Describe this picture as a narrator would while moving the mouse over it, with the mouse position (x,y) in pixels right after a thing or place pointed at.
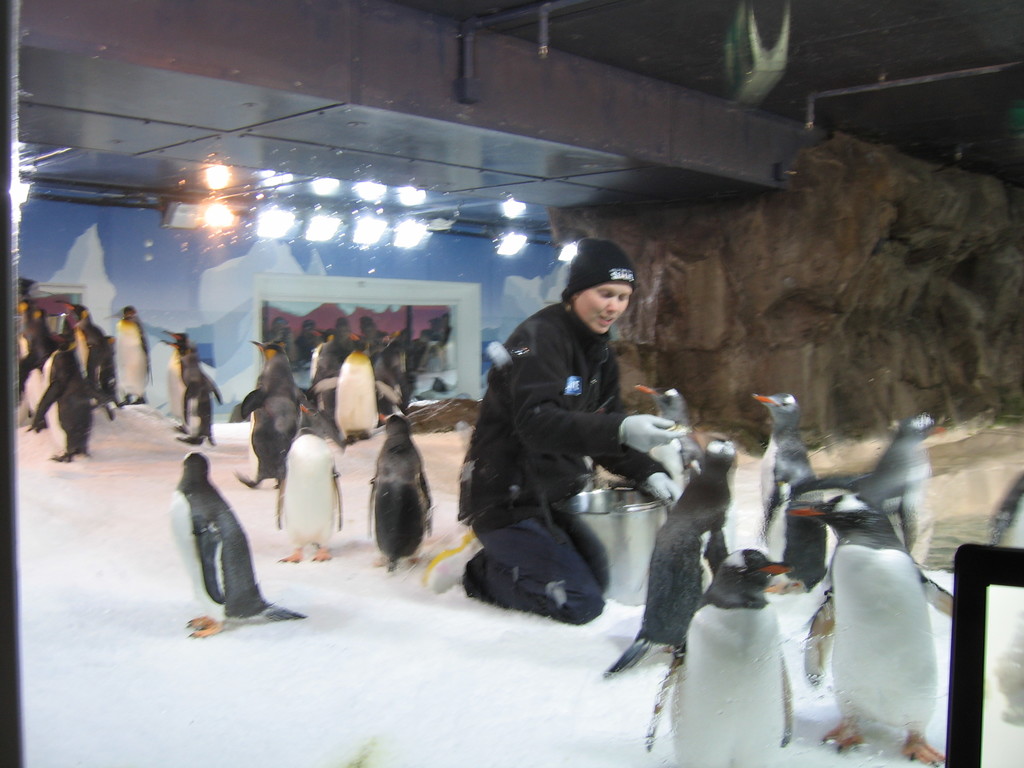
This woman (586,293) is highlighted in this picture. Around this woman (547,387) there are many penguins (879,602). This woman (630,459) hold a container (641,514). She wore black jacket (572,349) and black cap (607,264). The lights (275,224) are attached with the roof (410,169). At ground (274,680) there are snow (296,686). This snow (366,686) is in white color.
